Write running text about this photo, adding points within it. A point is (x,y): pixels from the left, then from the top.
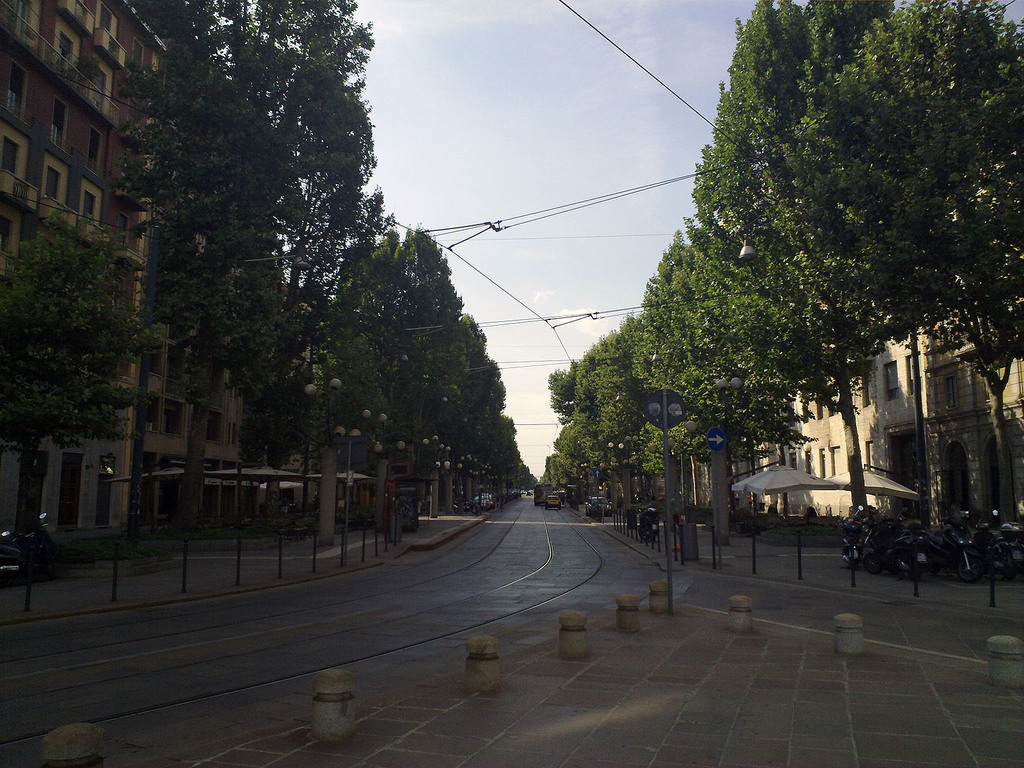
On the left side (308,640), there is a road (319,596). On both sides of this road (322,641), there are trees (374,365), poles (449,464) and buildings (88,28). On this road (548,535), there are vehicles (540,493). On the right side (987,660), there are poles (325,691) and vehicles (1001,544) on the footpath (982,605). In the background (561,179), there are cables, umbrellas (843,480), and there are clouds (512,350) in the sky (564,110).
